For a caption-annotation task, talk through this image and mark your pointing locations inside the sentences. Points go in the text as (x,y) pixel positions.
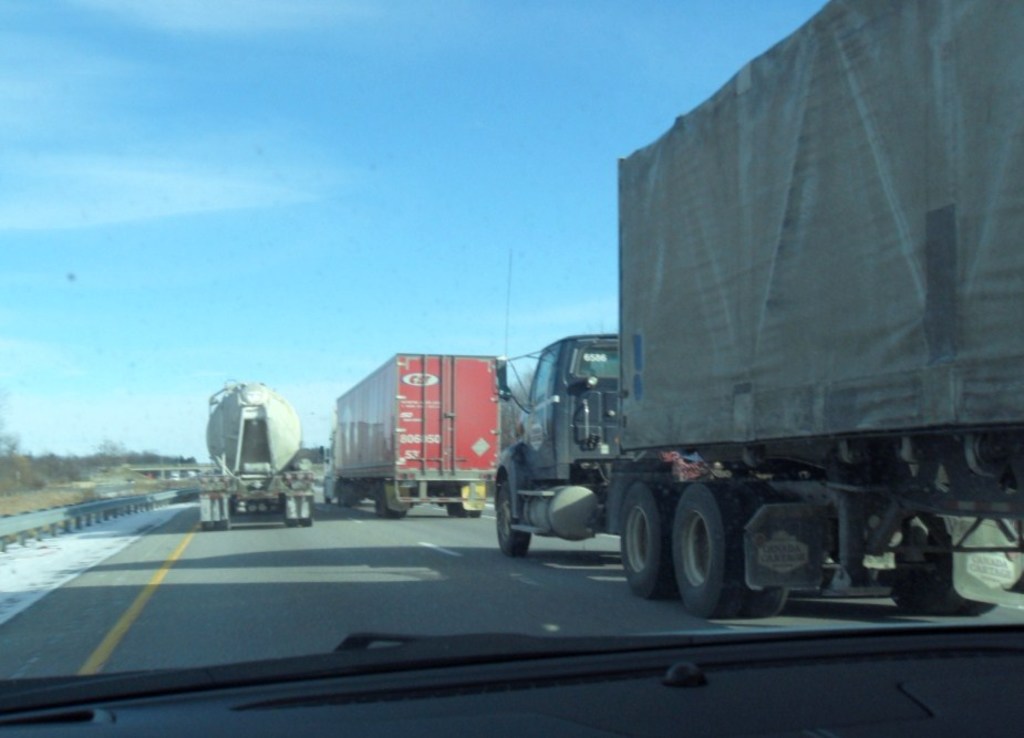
In the picture we can see a some trucks (770,177) on the road (273,623) and besides to it we can see a railing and behind it we can see some plants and in the background (110,175) we can see a sky (257,235).
